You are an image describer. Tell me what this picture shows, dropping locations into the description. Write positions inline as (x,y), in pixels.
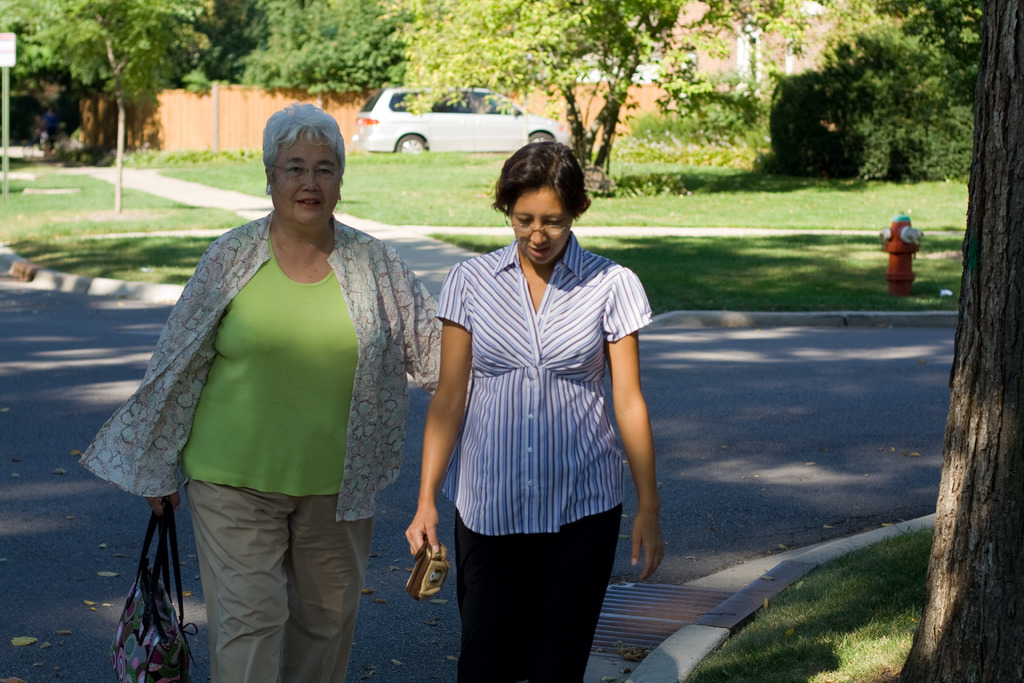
In this image I can see two women (460,461) are walking on the road (453,540) and I can see one of them is holding a bag (158,570). On the right side of the image (814,655) I can see a tree trunk (942,552) and grass (929,552). In the background (777,279) I can see an open grass ground (788,288), number of trees (712,84), a car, a building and the wall (367,98). On the right side of the image (898,233) I can see a fire hydrant (907,262) on the ground (828,228) and on the left side (5,99) I can see a pole (5,99) and a white colour board (5,61).
